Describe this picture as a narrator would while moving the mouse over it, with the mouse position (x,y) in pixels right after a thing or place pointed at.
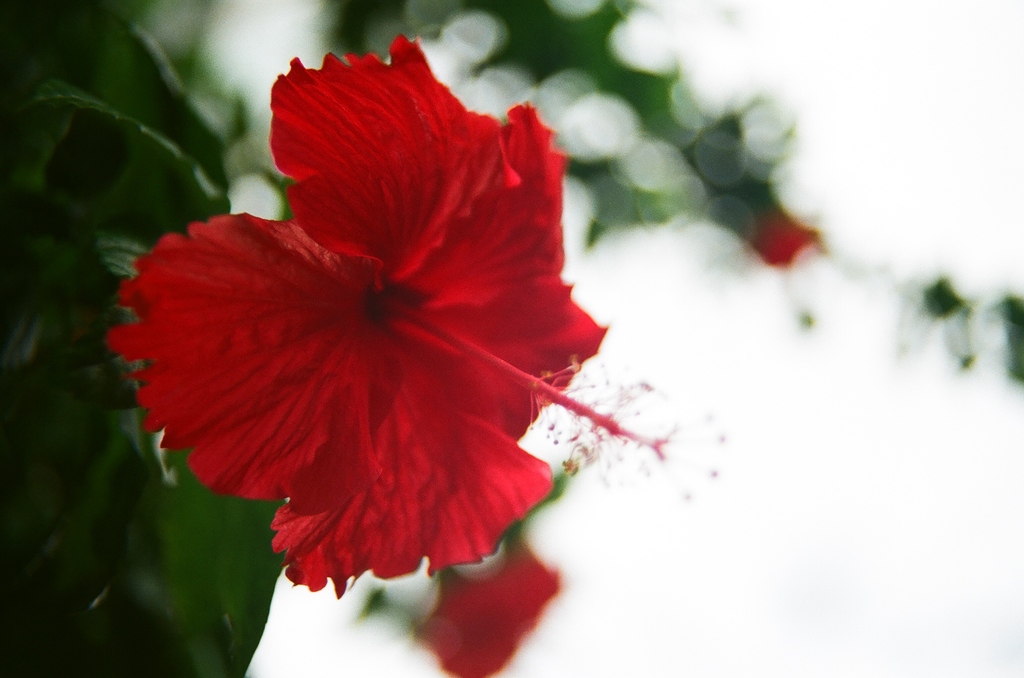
In the foreground of this image (448,553), there is a red color flower (298,321) to a plant (138,174) and in the background (800,505), there is the sky (834,524).
